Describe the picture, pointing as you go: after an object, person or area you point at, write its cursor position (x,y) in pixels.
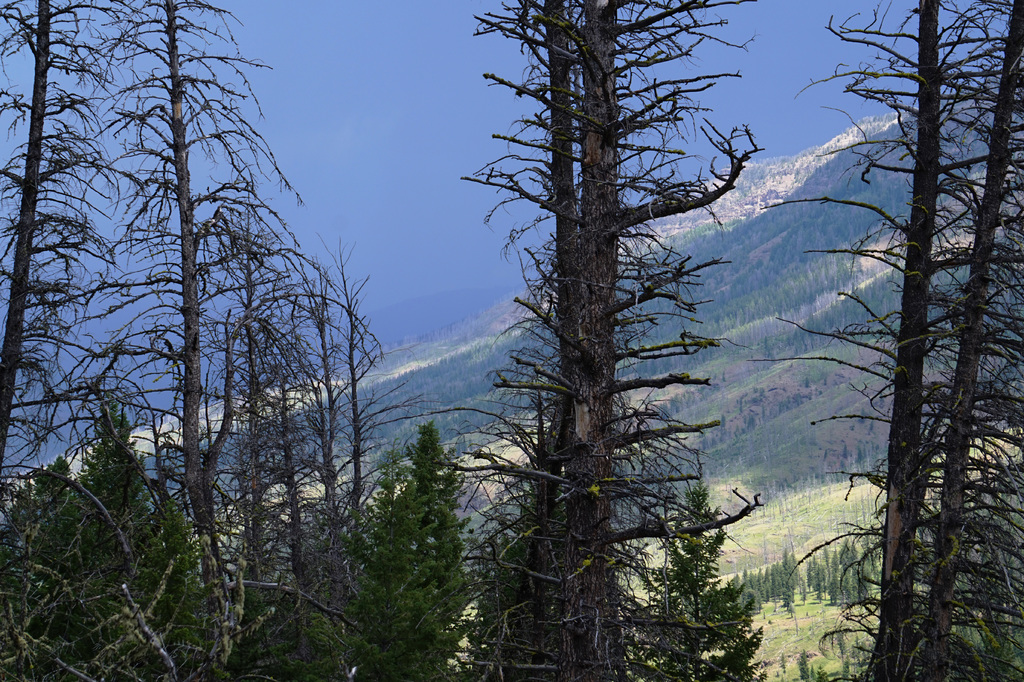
In this image there are trees (918,490), in the background (743,400) there are mountains (697,215) and a sky (452,104).
